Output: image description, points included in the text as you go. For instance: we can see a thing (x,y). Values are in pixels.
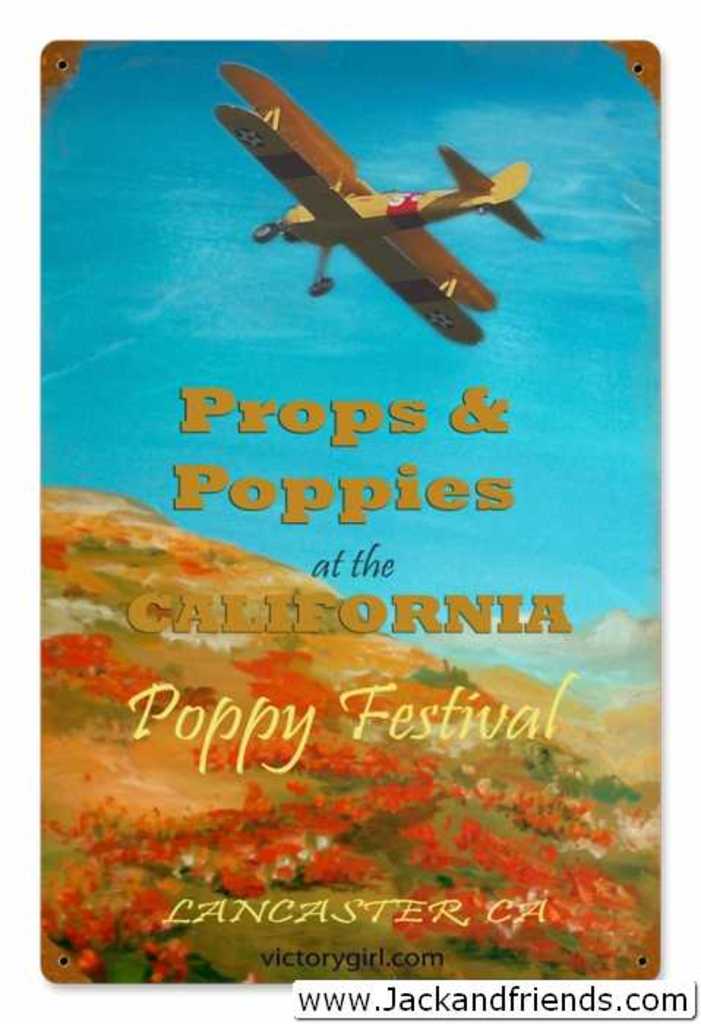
In this image we can see an advertisement (294,604).
